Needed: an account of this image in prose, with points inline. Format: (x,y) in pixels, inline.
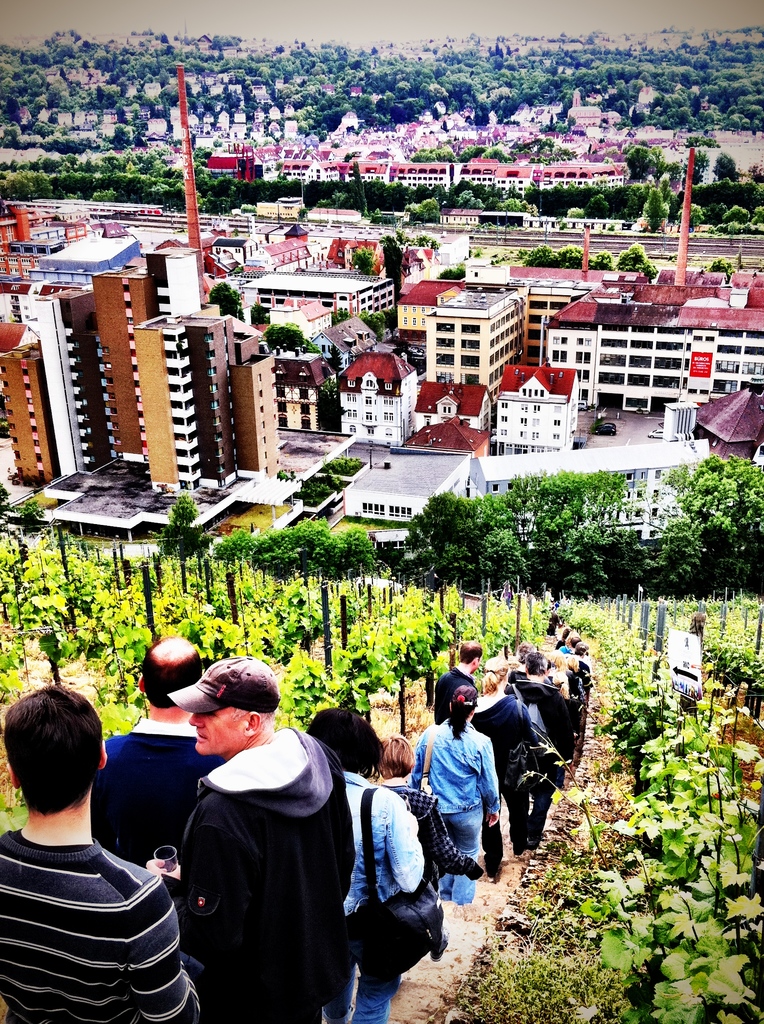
In the foreground (294,820) I can see a crowd (460,773) on the steps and also I can see creepers (670,828), plants (701,843) and trees (497,586). In the background (252,368), I can see buildings (438,368), towers (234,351), light poles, vehicles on the road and the sky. This image is taken may be during a day.
